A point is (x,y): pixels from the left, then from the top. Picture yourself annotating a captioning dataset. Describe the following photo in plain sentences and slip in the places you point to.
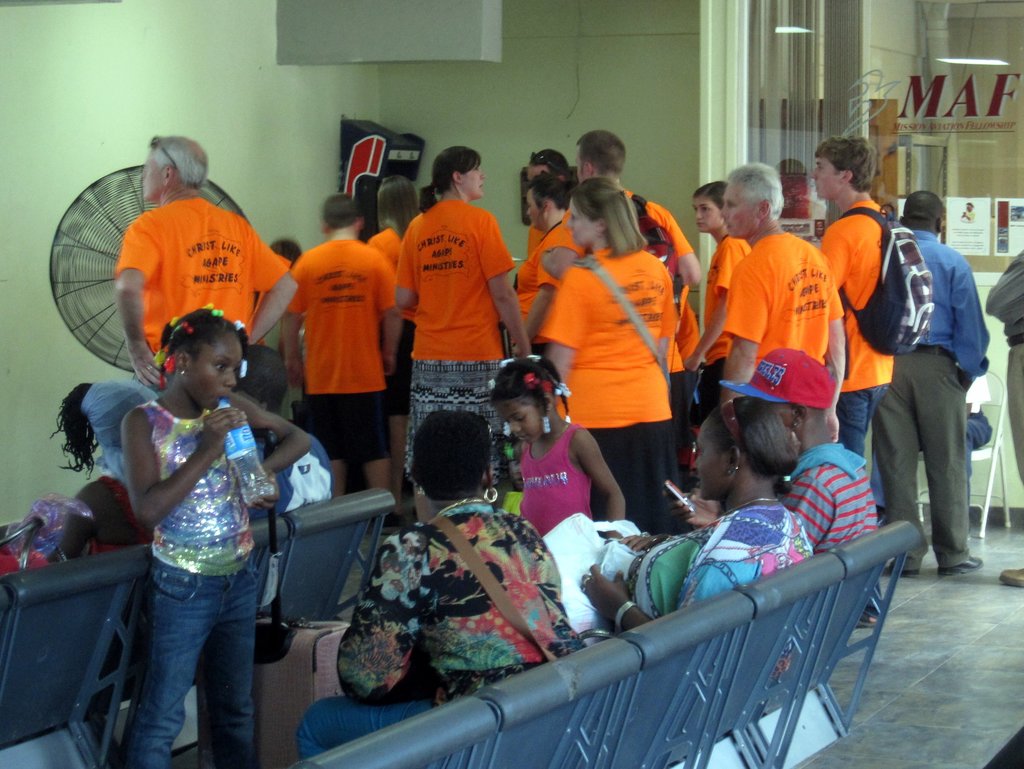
In the picture we can see some chairs (782,700) on the floor (904,628) and some people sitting on it and near to them we can see two girl children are standing and besides them we can see a group of people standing in orange T-shirts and in front of them we can see a fan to the stand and behind it we can see a wall (536,131) which is light green in color and beside the people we can see glass wall (983,108) on the desk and two people (928,385) standing there to know some information.
